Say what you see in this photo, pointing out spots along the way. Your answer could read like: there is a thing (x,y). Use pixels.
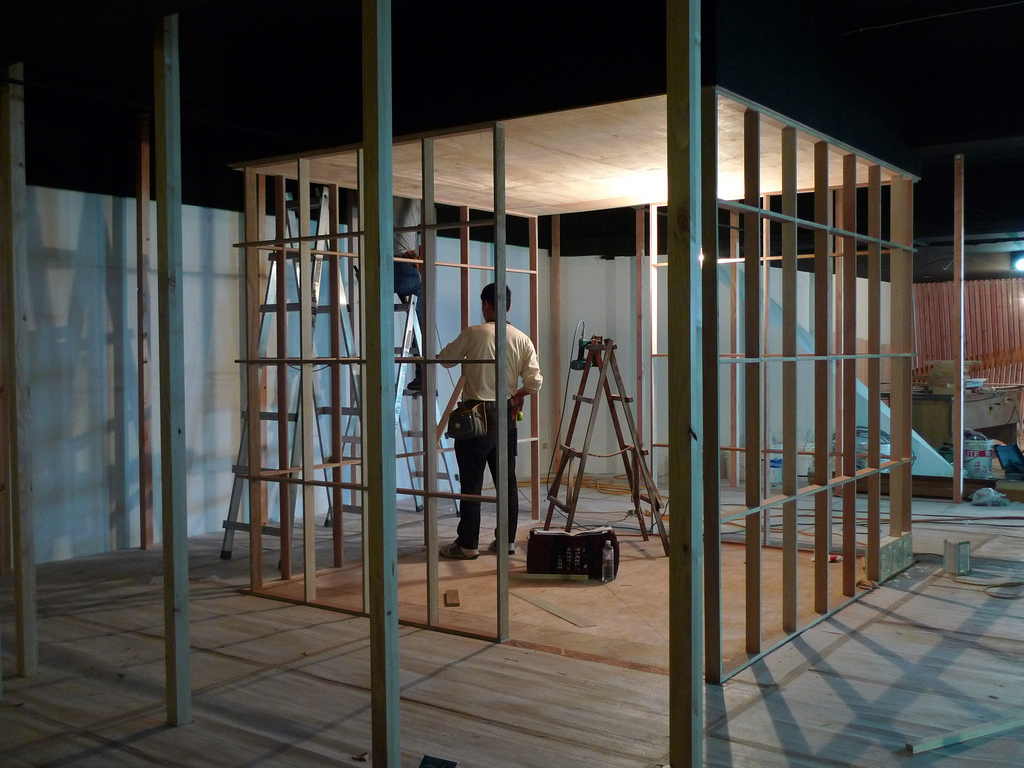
The image is taken inside the room (66,321). In the foreground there are wooden poles (167,207). In the middle (655,342) we can see a construction (605,171) with wood (754,238) and there are people (411,245), ladders (589,416) and other tools (531,537). In the background (479,61) it is dark. On the right (924,423) there are some objects (1001,414), wall (983,318) and light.
